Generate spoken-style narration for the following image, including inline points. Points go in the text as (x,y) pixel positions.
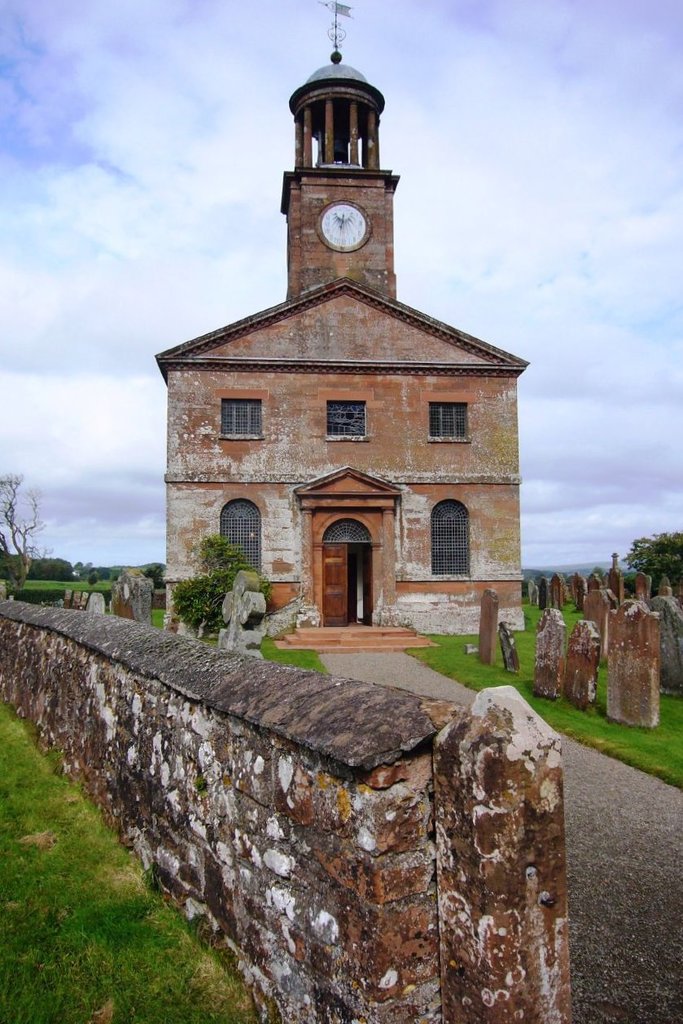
In the image there is a building (313,468) in the back (316,478) with a clock tower (343,228) above it and on the left side (72,767) there is a wall (142,784) with garden (67,830) on either side of it and above it sky (87,115) with clouds (125,142).
